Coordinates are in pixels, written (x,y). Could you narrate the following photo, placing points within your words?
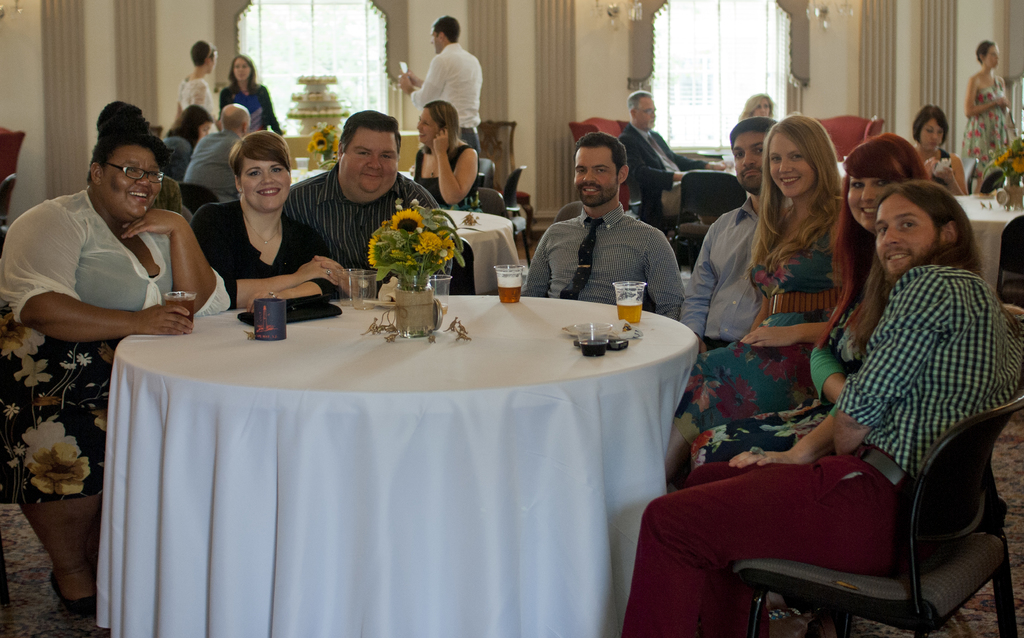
In this image I see few people (40,238) sitting over here and all of them are smiling, I can also see there is a table (658,325) in front (655,344) and there are glasses (373,284) and a flower (428,217) in front (440,223). In the background (143,8) I see few more people (263,114), windows (292,126) and the wall (168,8).
